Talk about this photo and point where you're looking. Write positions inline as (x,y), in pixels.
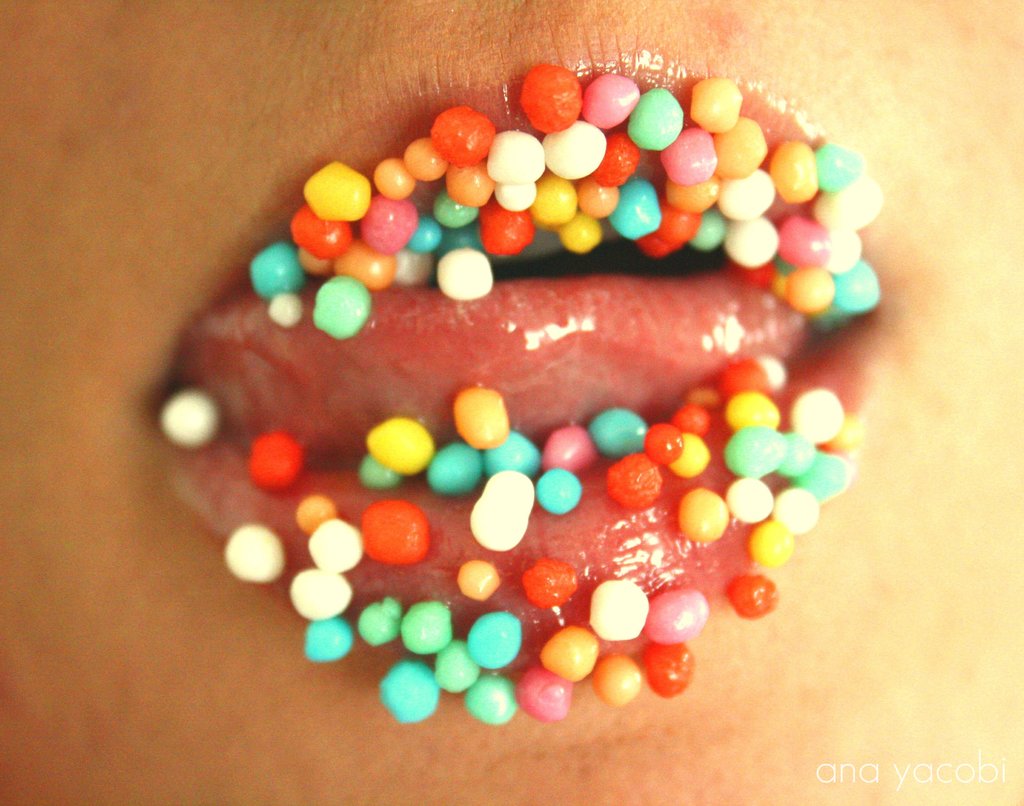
In this picture we can see a close view of the person lips (673,530), with colorful thermocol balls (460,652).
